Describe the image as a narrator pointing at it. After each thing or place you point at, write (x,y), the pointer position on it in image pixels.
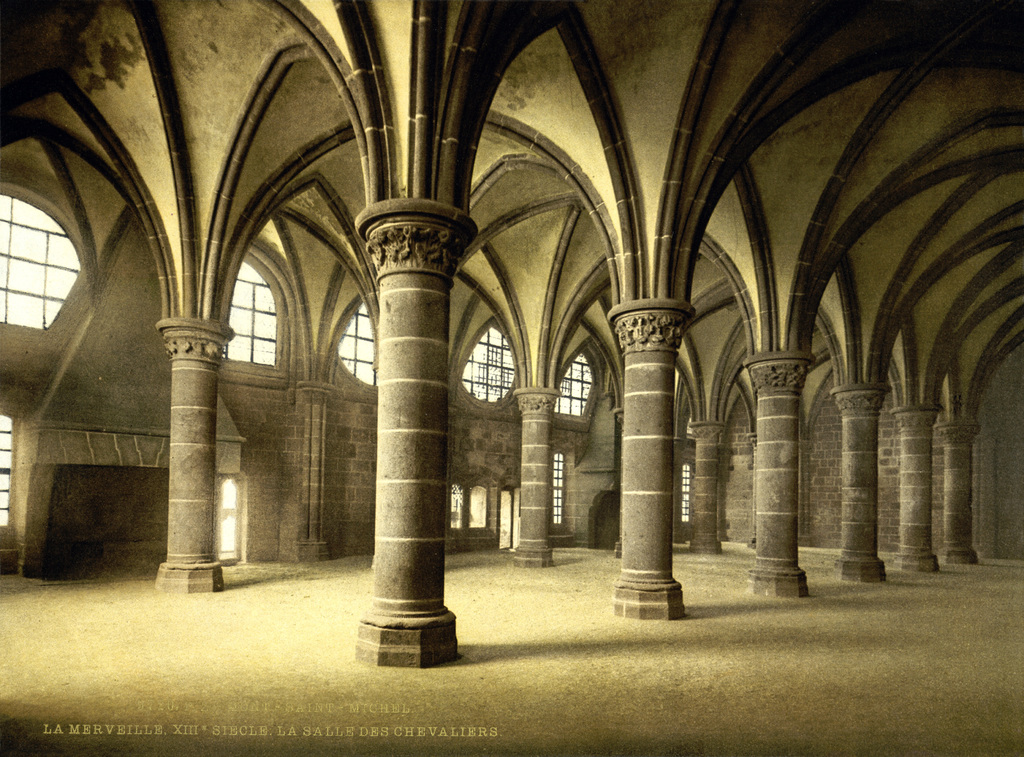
In this image we can see pillars (430,453) and windows (229,512).
